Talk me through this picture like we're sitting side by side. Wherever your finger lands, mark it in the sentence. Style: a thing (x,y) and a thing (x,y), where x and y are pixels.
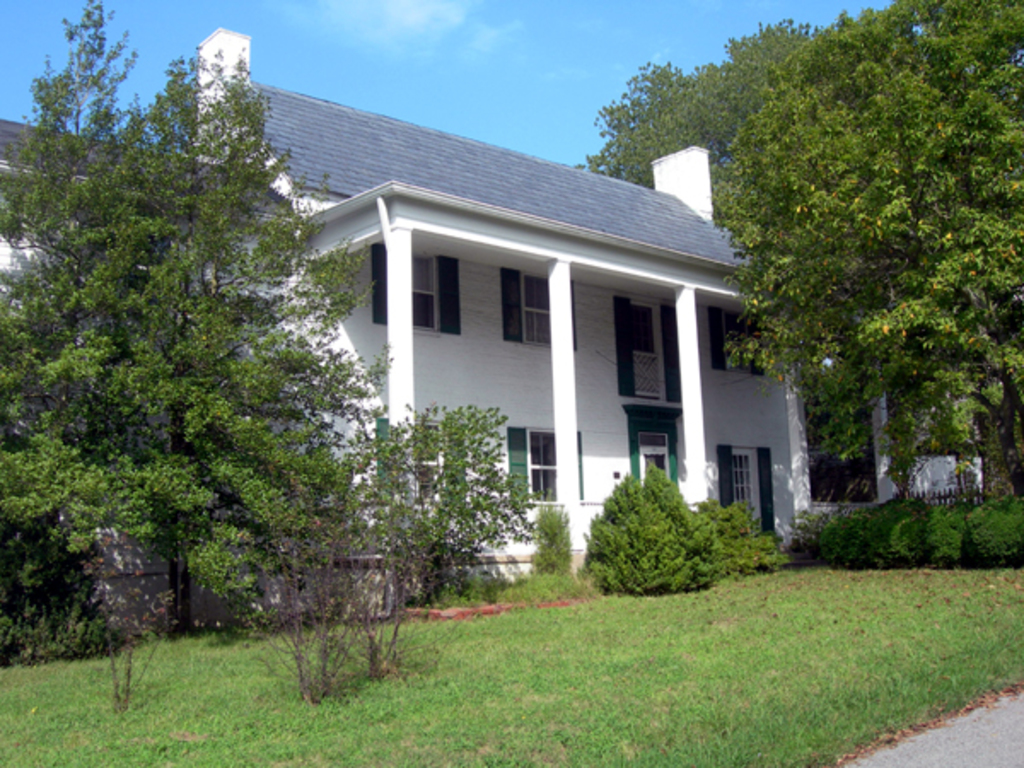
At the center of the image (508,386) there is a building (411,376), in front of the building (359,338) there are some trees (388,527), plants (679,535) and grass (550,673). In the background (385,75) there is a sky (457,48).
